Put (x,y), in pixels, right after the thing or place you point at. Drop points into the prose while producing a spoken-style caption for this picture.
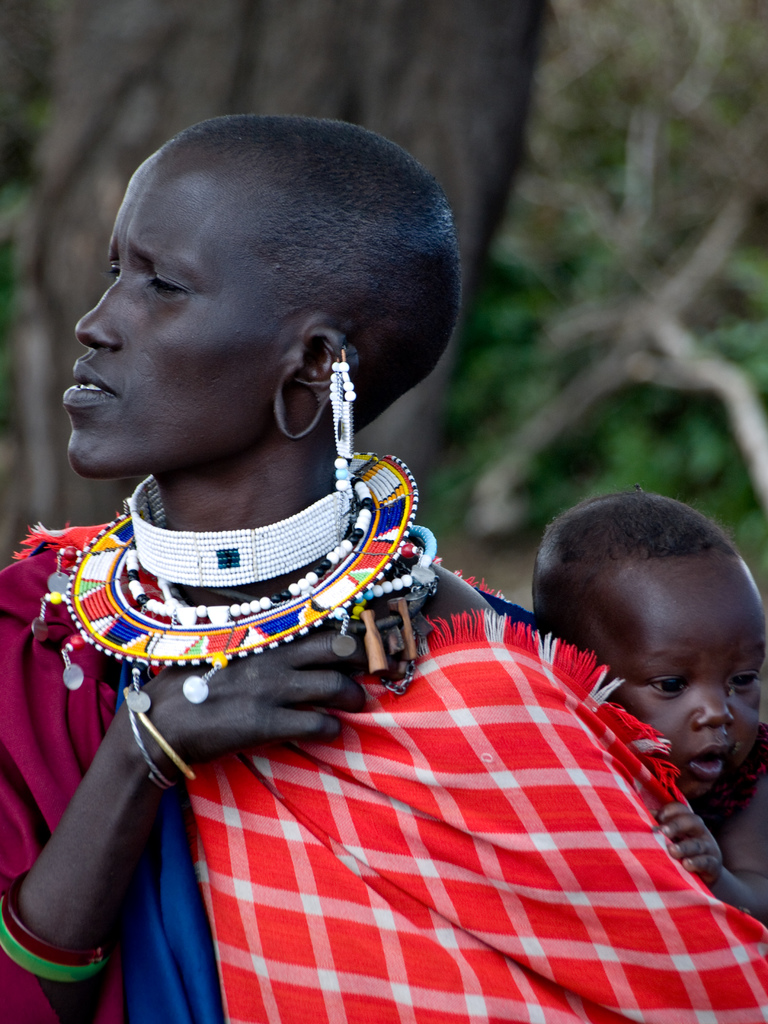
In this picture I can see a woman (136,266) in front (92,423) and I see that she is carrying a baby (558,620) and I can also see that she is wearing colorful ornaments (259,528) and I see that it is blurred in the background (541,211).
